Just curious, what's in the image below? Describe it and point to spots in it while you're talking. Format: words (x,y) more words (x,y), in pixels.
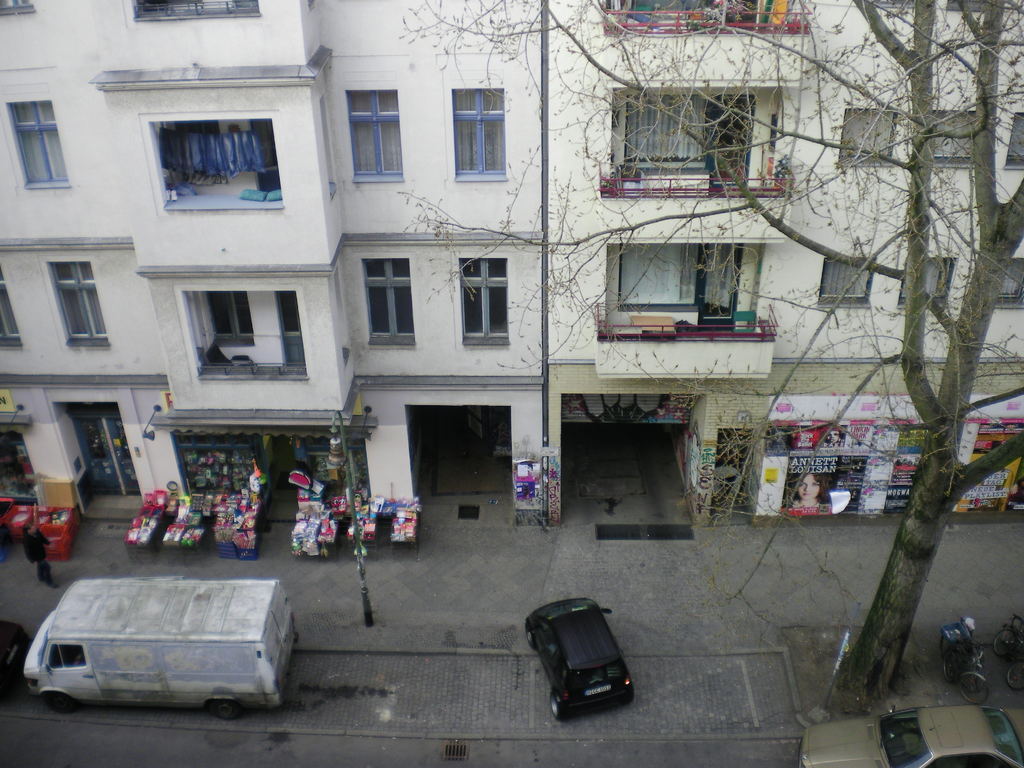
This image is clicked from a top view. At the bottom (270,655) there vehicles (628,682) moving on the road (447,750). Beside the road (291,677) there is a walkway (551,583). There are poles (351,454) and a tree (916,510) on the walkway (848,582). Beside the walkway (801,591) there are buildings (516,284). There are baskets (174,514) on the walkway (506,512). There are posters (850,456) and boards (907,477) sticked on the walls (756,468) of the building (132,391).
